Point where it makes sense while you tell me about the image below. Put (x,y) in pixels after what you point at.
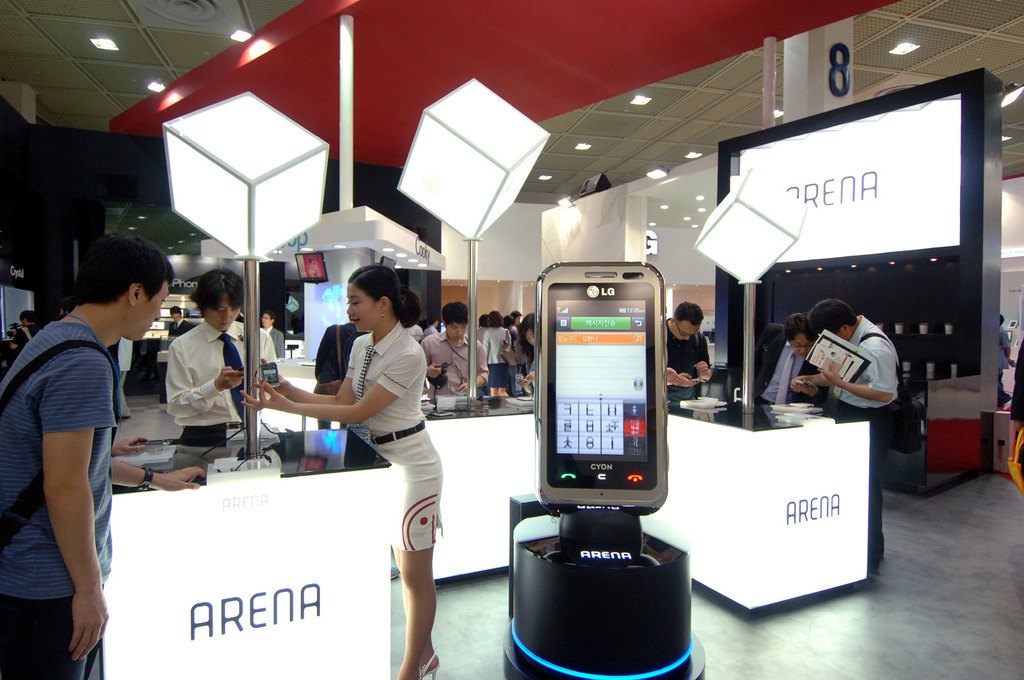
As we can see in the image, there are few people (490,365) standing here and there. In the front (576,339) there is a mobile phone (568,436) and there is a white color wall (575,226) over here.
